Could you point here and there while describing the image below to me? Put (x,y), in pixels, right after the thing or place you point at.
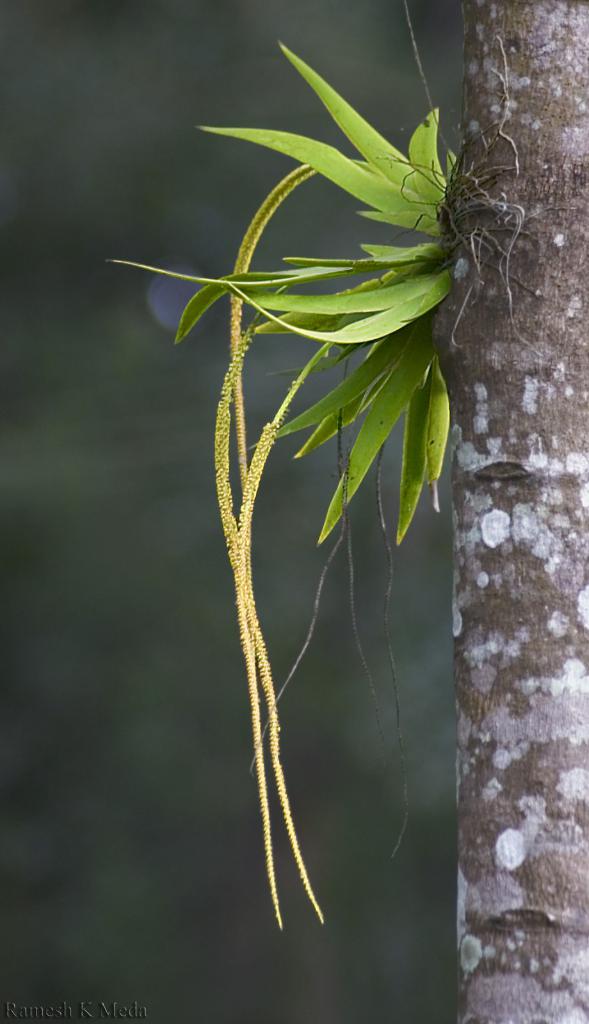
In this image there is a plant (370,326) to the trunk (544,73), and there is blur background (29,263).
